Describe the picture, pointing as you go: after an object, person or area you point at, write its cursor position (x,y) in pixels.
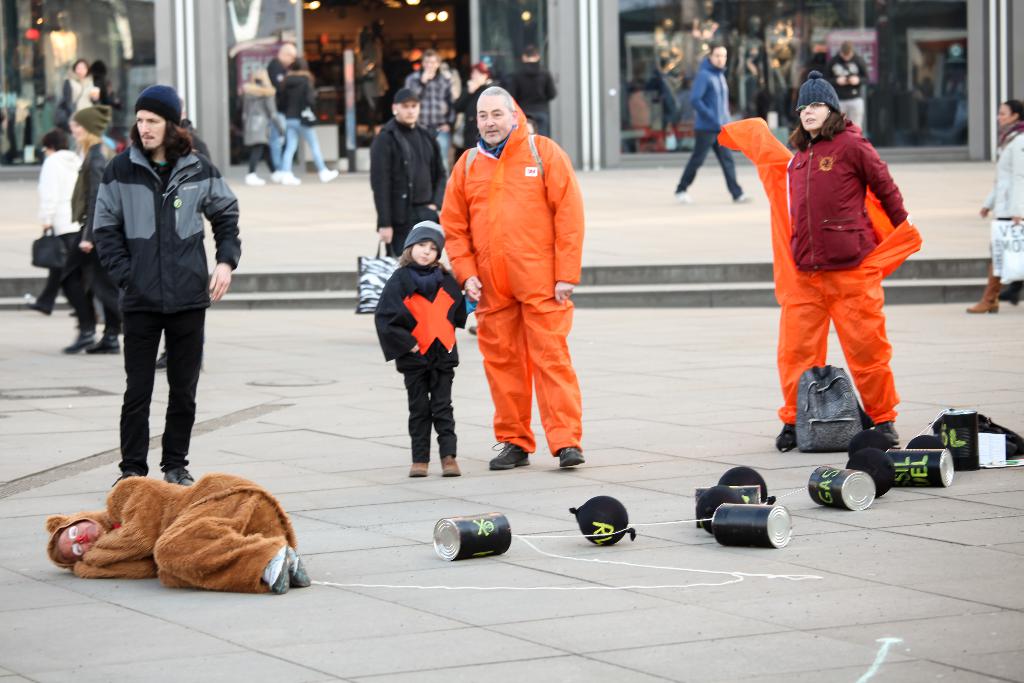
In this picture I can see there are two people (453,259) standing here and they are wearing orange color coveralls (511,220) and in the backdrop (285,8) there is a shop (48,40) and there is a door (339,30).
